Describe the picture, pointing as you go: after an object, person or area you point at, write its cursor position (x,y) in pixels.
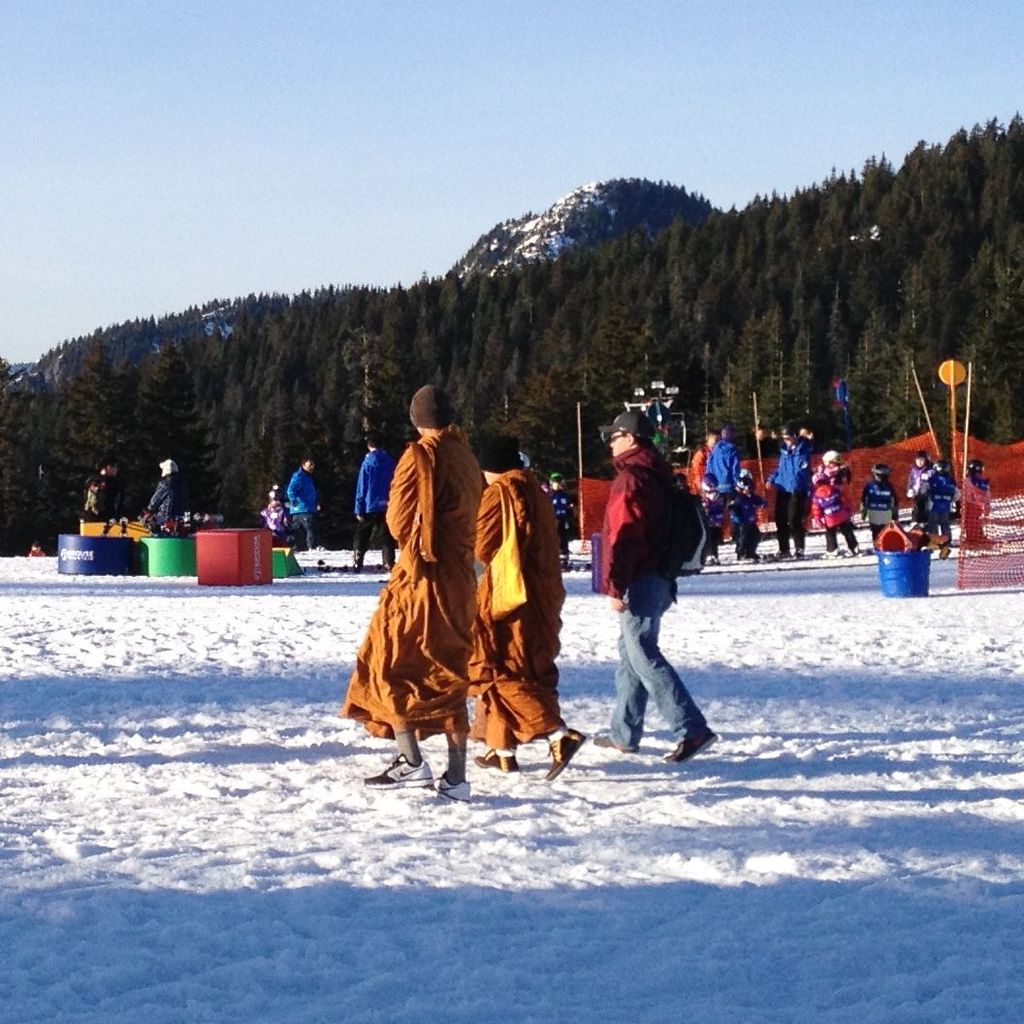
This image is taken outdoors. At the top of the image (187,159) there is the sky (313,108). At the bottom of the image (95,795) there is a ground (161,766) covered with snow (820,802). In the background (748,258) there is a hill (544,233) covered with snow (556,243) and there are many trees (376,344). There is a net (898,461) and there are a few wooden sticks (950,437). A few people (291,494) are standing in the snow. There is a bucket (915,563). In the middle of the image (643,549) three people (432,553) are walking in the snow (581,589).
